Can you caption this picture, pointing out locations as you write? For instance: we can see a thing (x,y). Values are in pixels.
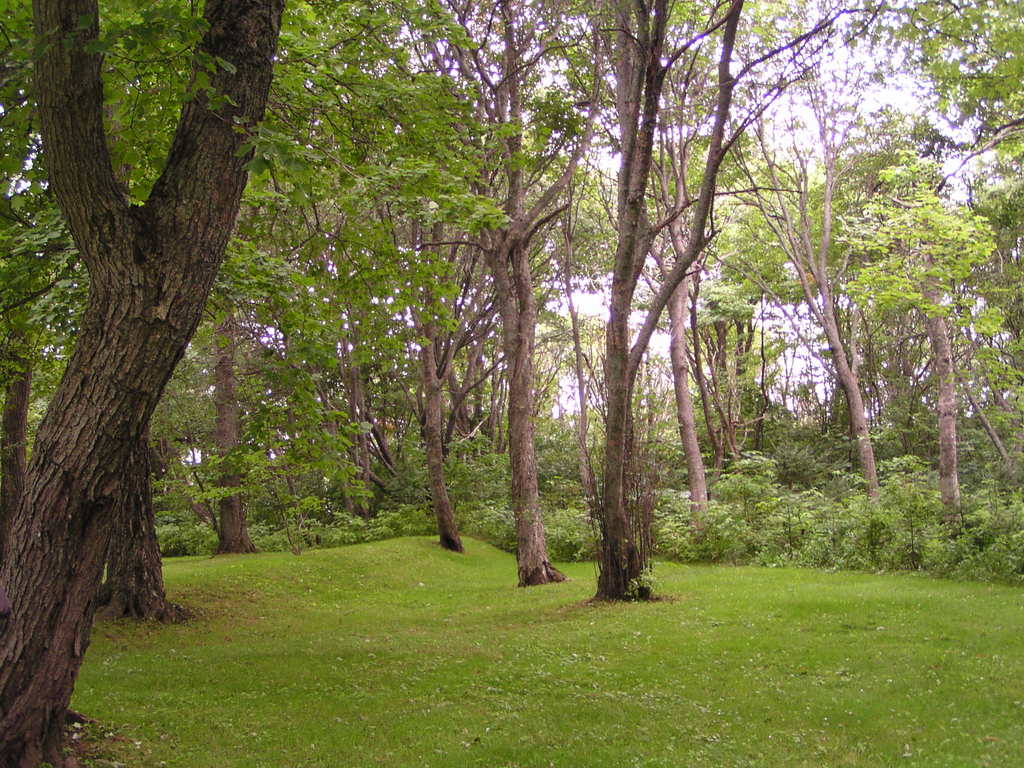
In this picture we can see grass (258,623), trees (604,464) and in the background (591,144) we can see the sky (873,110).
